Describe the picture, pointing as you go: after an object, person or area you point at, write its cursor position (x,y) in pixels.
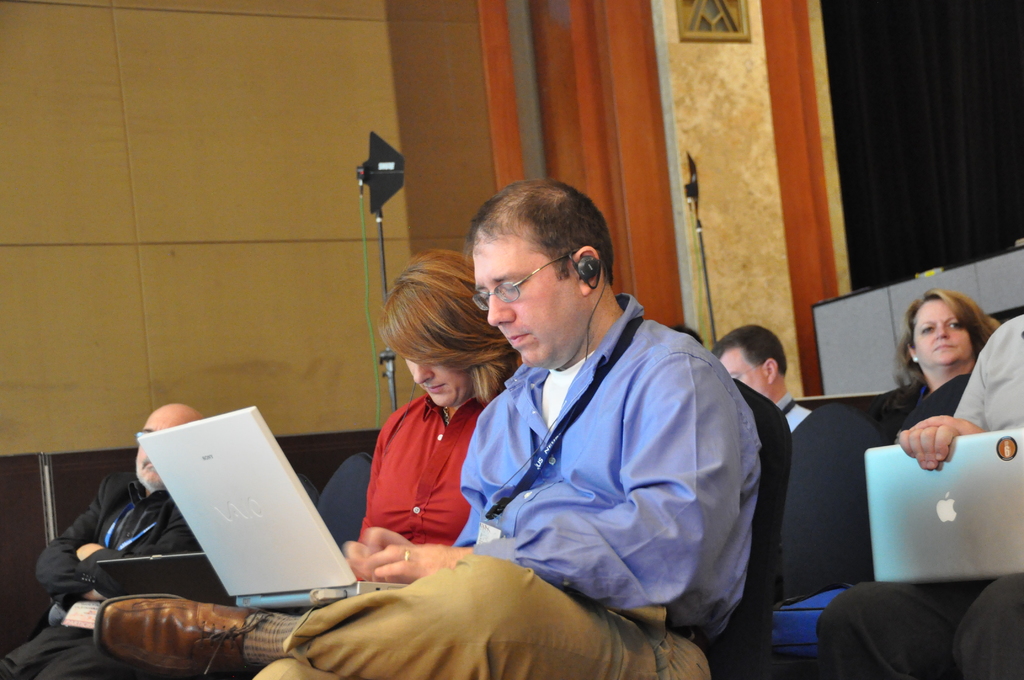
This is an inside view of a room (196,233). Here I can see few people (589,509) are sitting on the chairs (745,590). In the foreground (935,565) two persons (351,614) are holding laptops (297,559) in their hands (408,564). In the background (321,486), I can see two metal stands (380,212) and a wall (220,175). On the right side (949,140), I can see a black color curtain (924,93).
